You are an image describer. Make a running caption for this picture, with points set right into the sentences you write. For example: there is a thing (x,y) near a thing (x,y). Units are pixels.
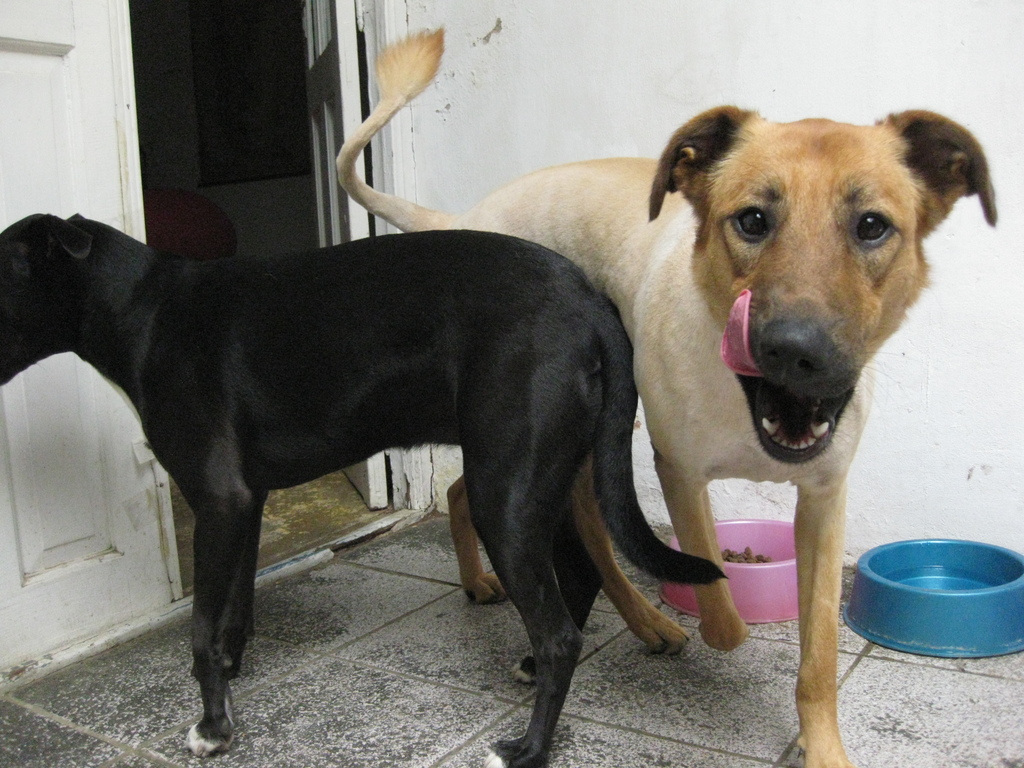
In this picture there are two dogs (529,287) which are in black and brown color and there are two objects (870,610) which has few eatables (762,561) and water (921,586) placed in it and there is a wooden door (87,149) in the left corner (135,117).
